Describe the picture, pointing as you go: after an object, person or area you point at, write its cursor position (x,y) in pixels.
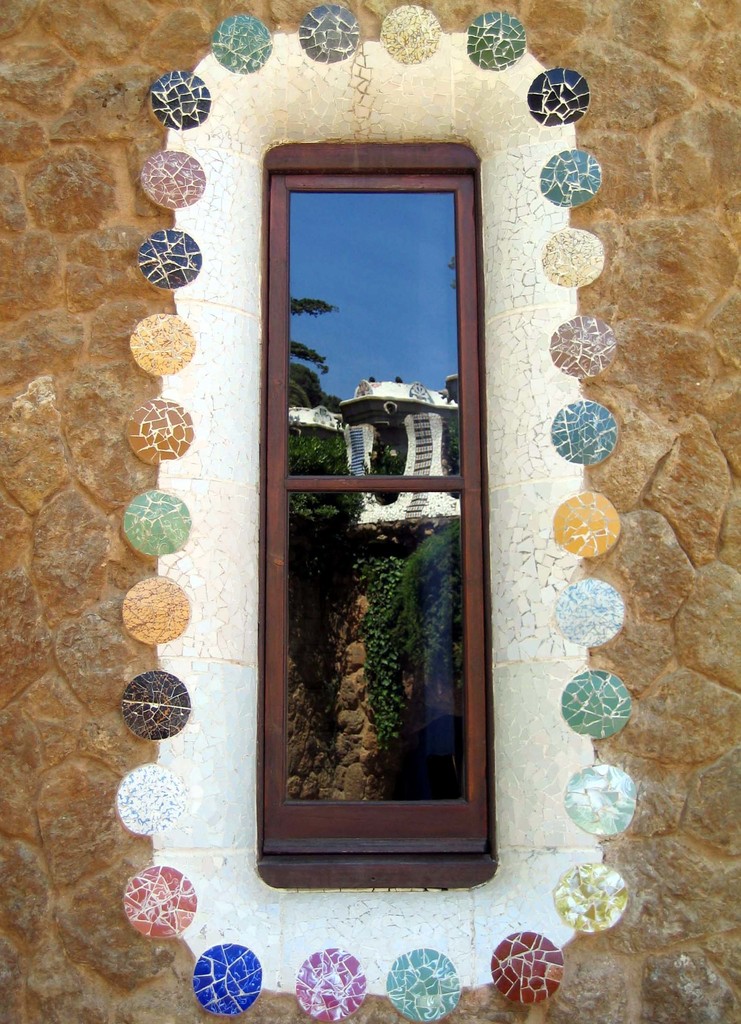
There is a brick wall (40,423). On that there is a window (326,605). Around the window (344,597) there are stones (411,1002) in different color. On the window (344,621) we can see some trees (335,510), sky (330,381) and a white color building (403,419).
